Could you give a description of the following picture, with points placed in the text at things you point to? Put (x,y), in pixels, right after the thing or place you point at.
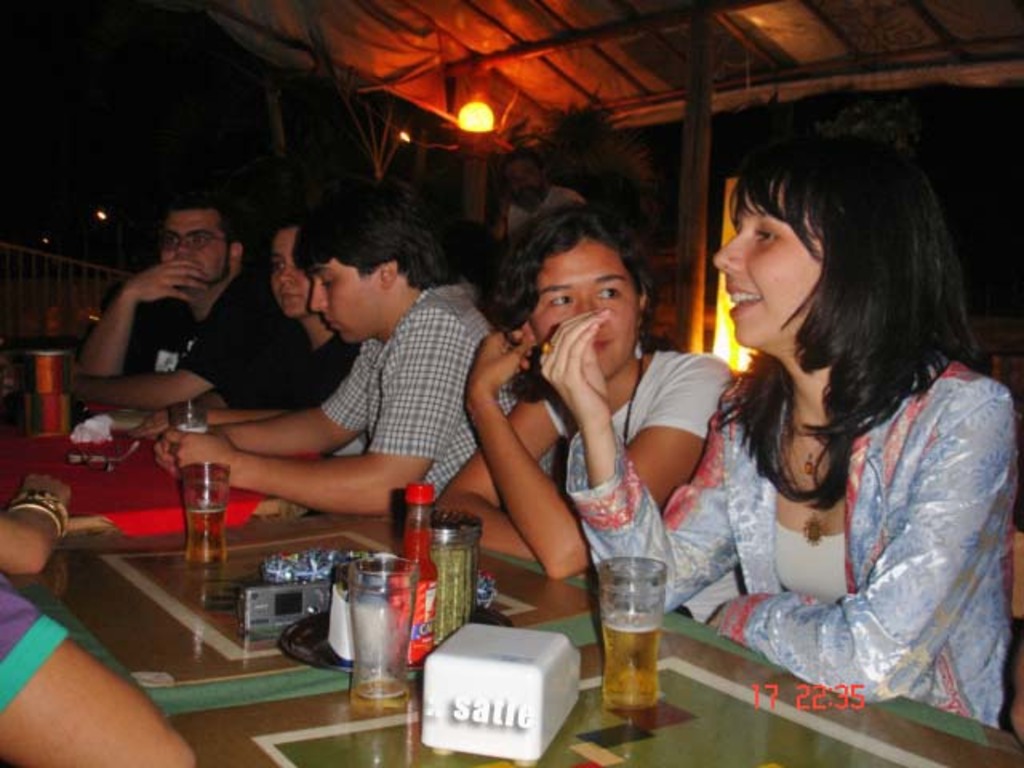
In this image i can see three women (325,335) and two man (374,334) sitting on the chair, in front (712,660) there are some glasses (607,612), a bottle (405,542), a camera (246,605) on the table (254,642) at the back ground (568,29) the shed (535,60) and a light (468,122).
